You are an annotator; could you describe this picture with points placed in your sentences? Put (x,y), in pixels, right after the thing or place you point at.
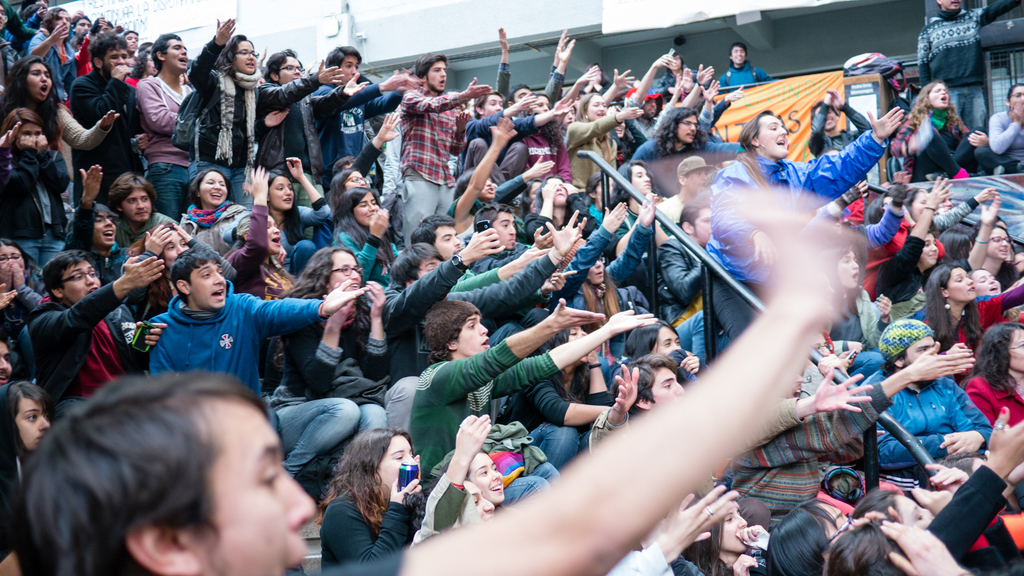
In this image I can see group of people (378,298). In the background (780,115) I can see a banner (792,109) and some other objects (684,37).
